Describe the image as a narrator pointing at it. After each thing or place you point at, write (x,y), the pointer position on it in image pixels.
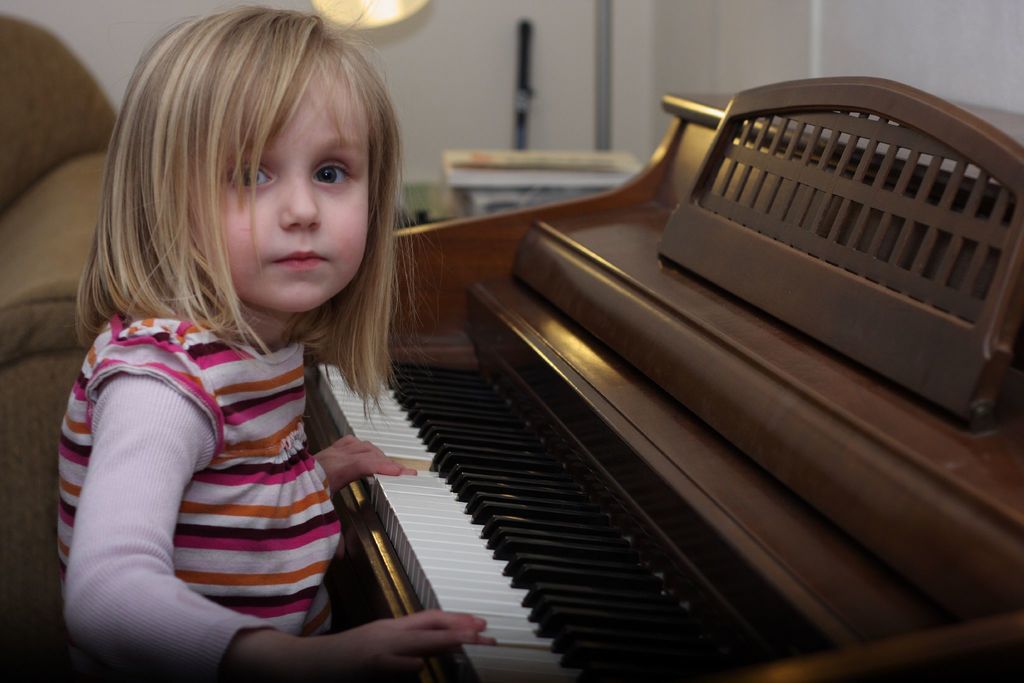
In this picture we can see a little girl (196,482) and there is a piano (588,443) in front of her and she is playing the piano (464,527) and there is a couch (63,272) beside her
